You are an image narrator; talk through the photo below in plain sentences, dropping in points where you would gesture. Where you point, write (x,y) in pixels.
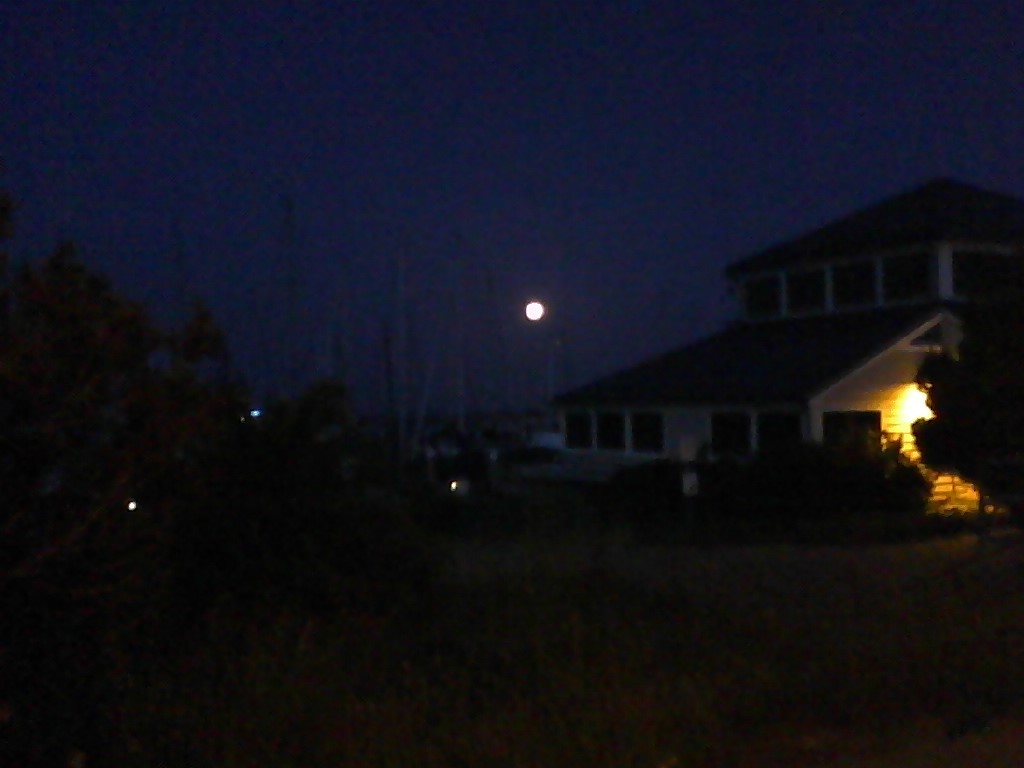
In this image there are trees (145,499), building (748,448). In the sky (544,348) there is moon (538,317). This is night time.
